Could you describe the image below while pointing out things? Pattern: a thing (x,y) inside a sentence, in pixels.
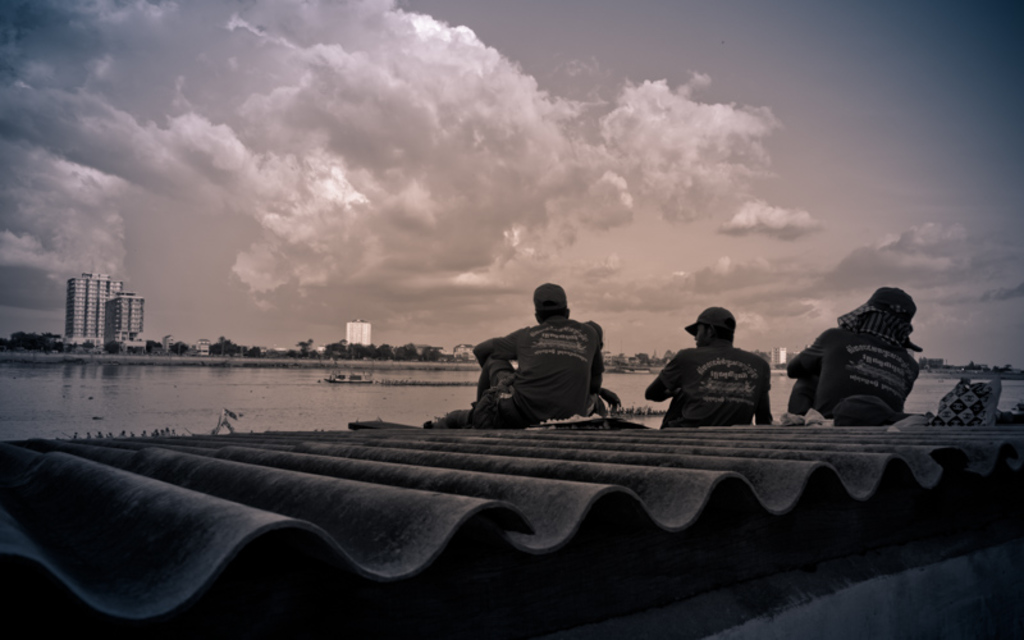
Here in this picture we can see a group of people (571,380) sitting on the cement sheets (194,501) present over there and we can see all of them are wearing caps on them and in front of them we can see a river (263,411), as we can see water (90,389) present over there and we can see boats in that and in the far we can see trees (53,343) and buildings (370,340) present all over there and we can see clouds (511,207) in the sky (659,195).
